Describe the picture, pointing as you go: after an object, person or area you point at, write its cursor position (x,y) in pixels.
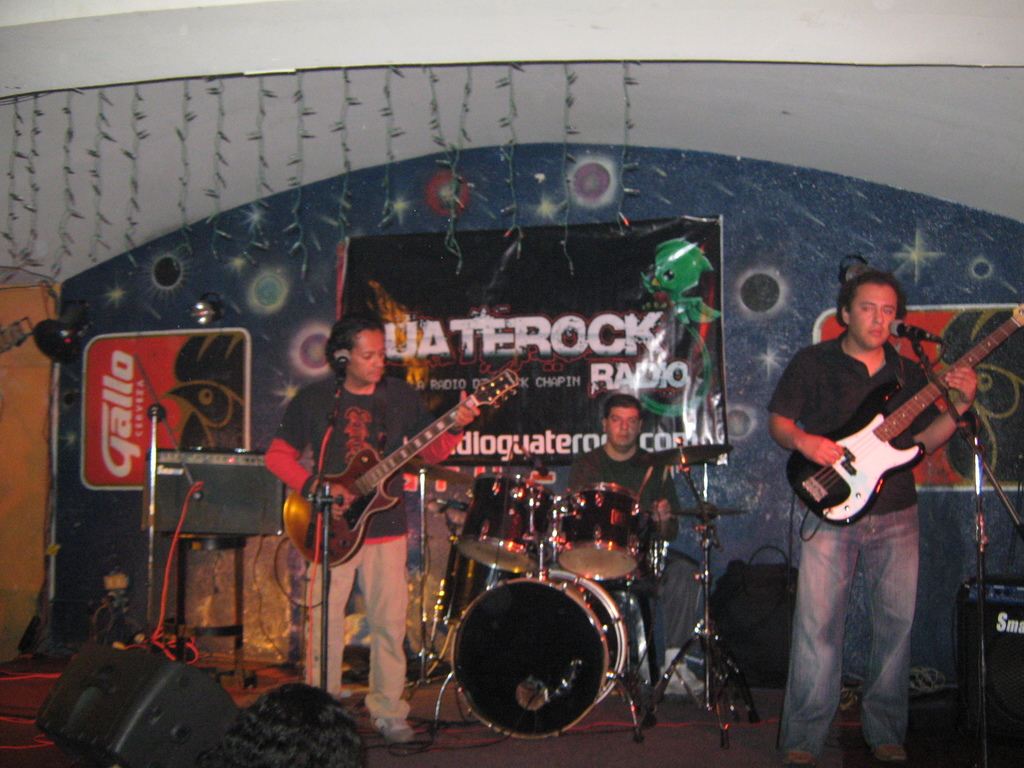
This is a image inside of a room (366,144) and there are the two persons (823,369) holding a guitar (853,455) on their hands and playing a music. And on the right side (867,370) a person (828,391) standing and wearing a black color shirt (834,377) in front of him there is a mike (929,337) and there are drums (515,514) kept on the floor (455,739) in the middle (533,500).
